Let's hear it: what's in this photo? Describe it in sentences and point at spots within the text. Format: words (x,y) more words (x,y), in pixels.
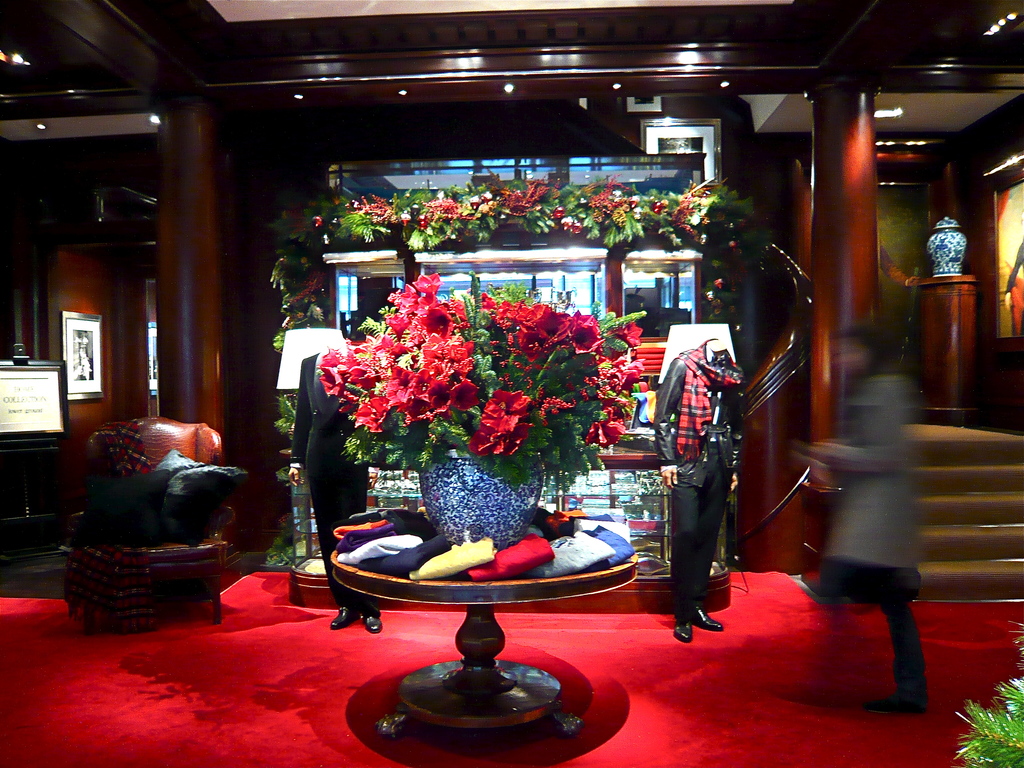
In the center of the image (565,347) we can see some plants (462,392) with flowers (462,396) in a pot (512,503) placed on the table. We can also see a sofa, board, a photo frame (88,375) on a wall (109,364), pillars (203,253), a staircase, some flowers (291,254), a vase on the stand (933,292), some mannequins (702,617) with dresses (372,609), a lamp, a person (916,699) walking on the floor (630,684) and some ceiling lights (405,90) to a roof (537,94).
